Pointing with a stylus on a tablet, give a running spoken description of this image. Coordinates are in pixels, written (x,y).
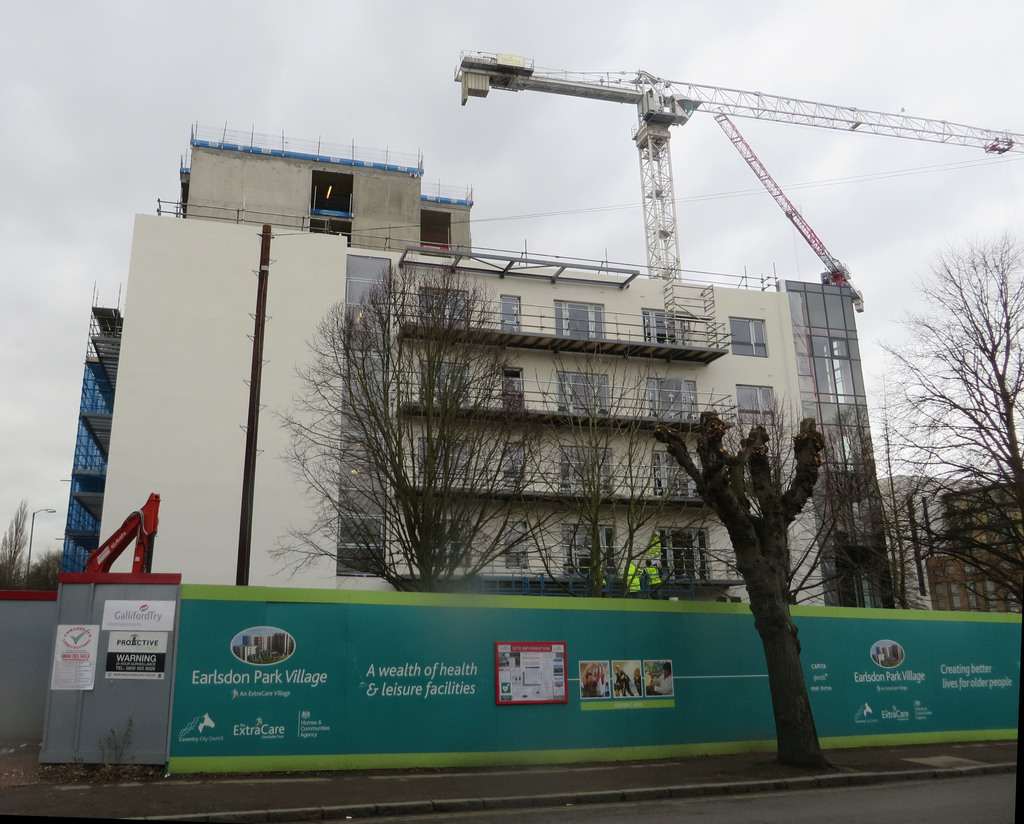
In the background (883,258) we can see the sky (75,87). In this picture we can see a building (165,264), windows (832,430), hoarding (663,627), light pole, posters (149,640), trees (539,444), tower crane (608,74) and few objects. At the bottom portion of the picture (626,812) we can see the road (983,814).
